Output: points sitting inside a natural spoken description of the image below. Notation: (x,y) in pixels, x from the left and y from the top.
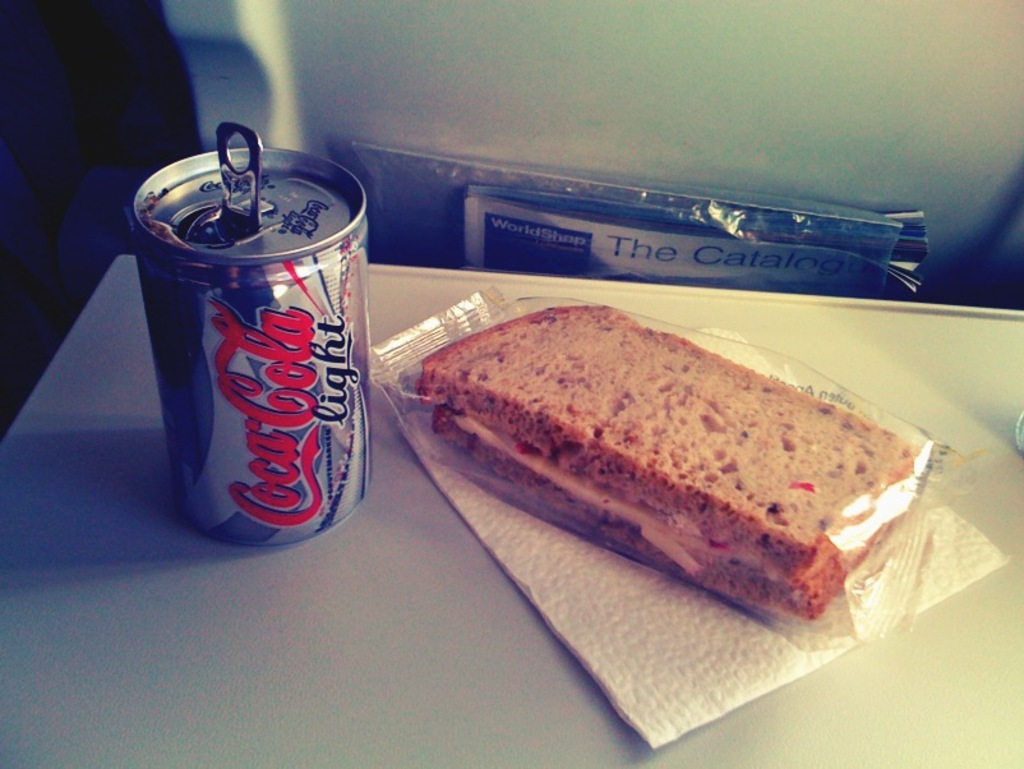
In this image we can see some food item (640,490) which is packed in a cover (713,565) which is on table (779,709) and there is tissue (648,636) in between and there is coke tin (222,475) on the table (297,606).
